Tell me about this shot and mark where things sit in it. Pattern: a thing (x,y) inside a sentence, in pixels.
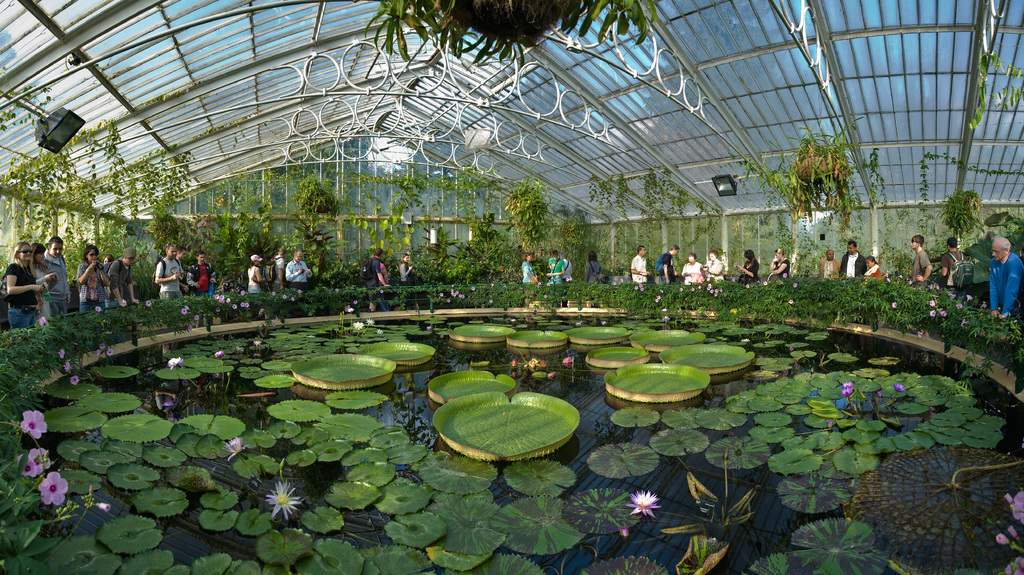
In this image we can see flowers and plants (288,427) in the water (366,410). In the background (608,300) we can see plants (496,288) with flowers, few persons (825,267), plants (491,242), glass wall (257,195) and glass roof (388,127). There are lights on the glass roof (378,75).
